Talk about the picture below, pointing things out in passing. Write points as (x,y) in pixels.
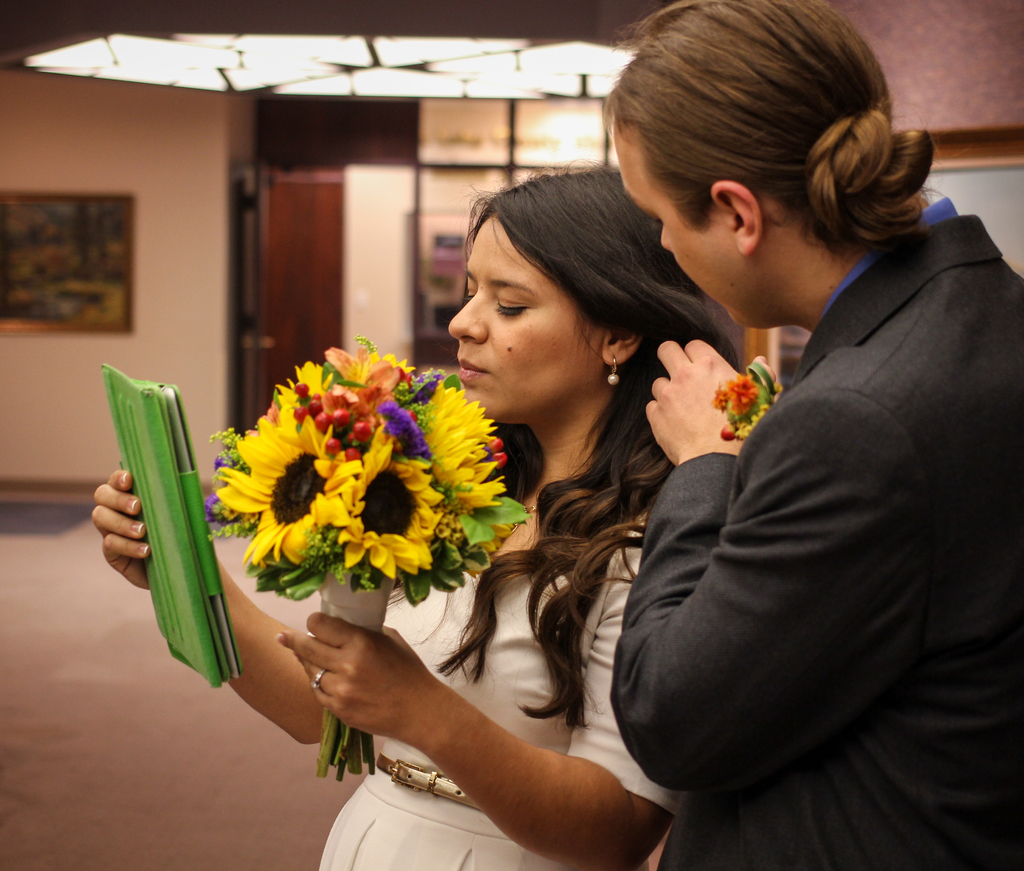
In this picture in the center (557,558) there is a woman (511,704) standing and holding a flower bouquet (355,582) in her hand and tablet (179,517) in her hand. On the right side (836,511) man (833,536) is wearing a black colour suit (851,566) and standing. In the background (309,274) there is a door (282,275) and on the wall (156,203) there is a frame (89,270).
